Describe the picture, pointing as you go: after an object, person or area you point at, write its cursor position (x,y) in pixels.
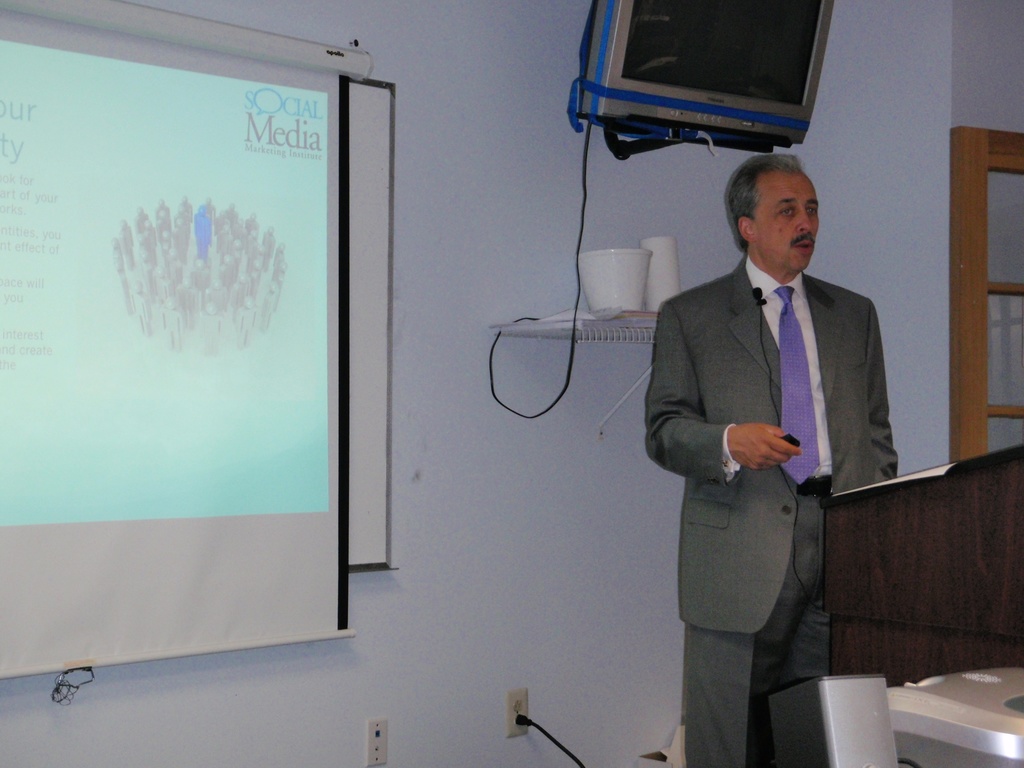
This picture shows a man (771,464) standing at a podium (886,562) and we see papers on it and we see projector screen (336,183) on the white board (381,247) and man (765,450) holding a remote (794,441) in another hand (769,431) and we see a television (750,4) and cups (628,293) on the shelf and men (666,460) wore coat (718,340) and a tie (789,380).
